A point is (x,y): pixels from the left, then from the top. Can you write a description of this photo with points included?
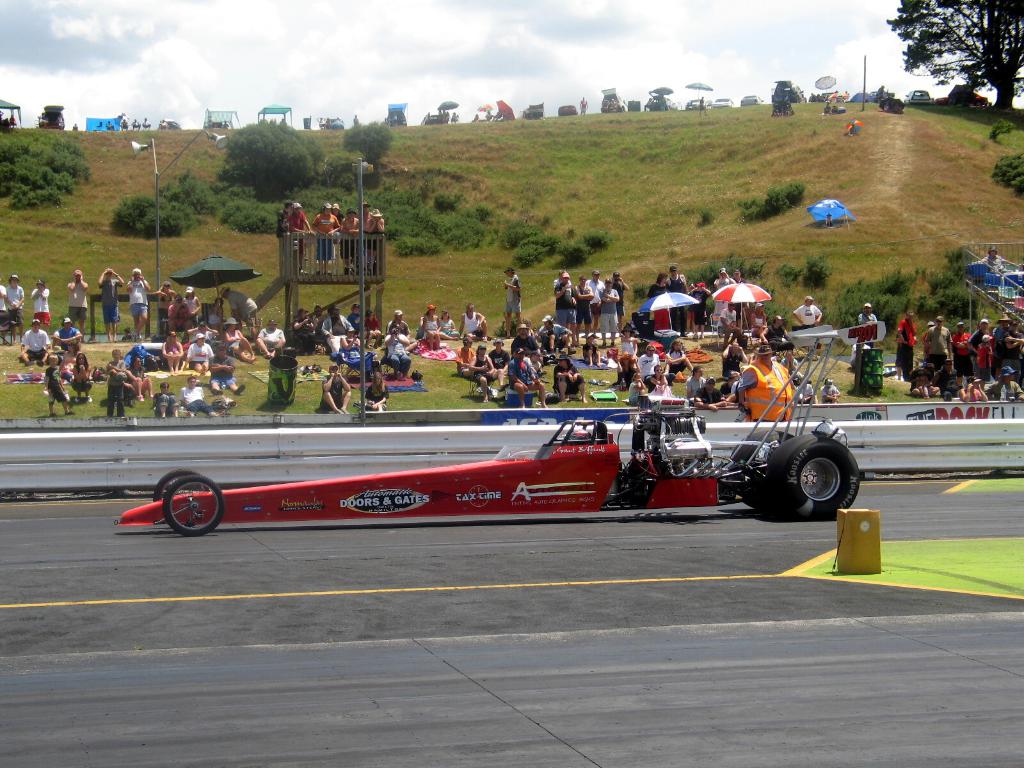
In this picture there is a vehicle (579,501) on the road (524,552) and there is text (370,503) on the vehicle (591,497) and there is a railing (267,468) beside the road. At the back (65,380) there are group of people (525,359) sitting and there are group of people (907,341) standing and there are umbrellas (647,306) and staircases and vehicles (780,85) and trees (36,198). At the top (31,104) there is sky (289,57) and there are clouds (333,32). At the bottom (215,660) there is grass (678,236) and there is a road (358,663).
